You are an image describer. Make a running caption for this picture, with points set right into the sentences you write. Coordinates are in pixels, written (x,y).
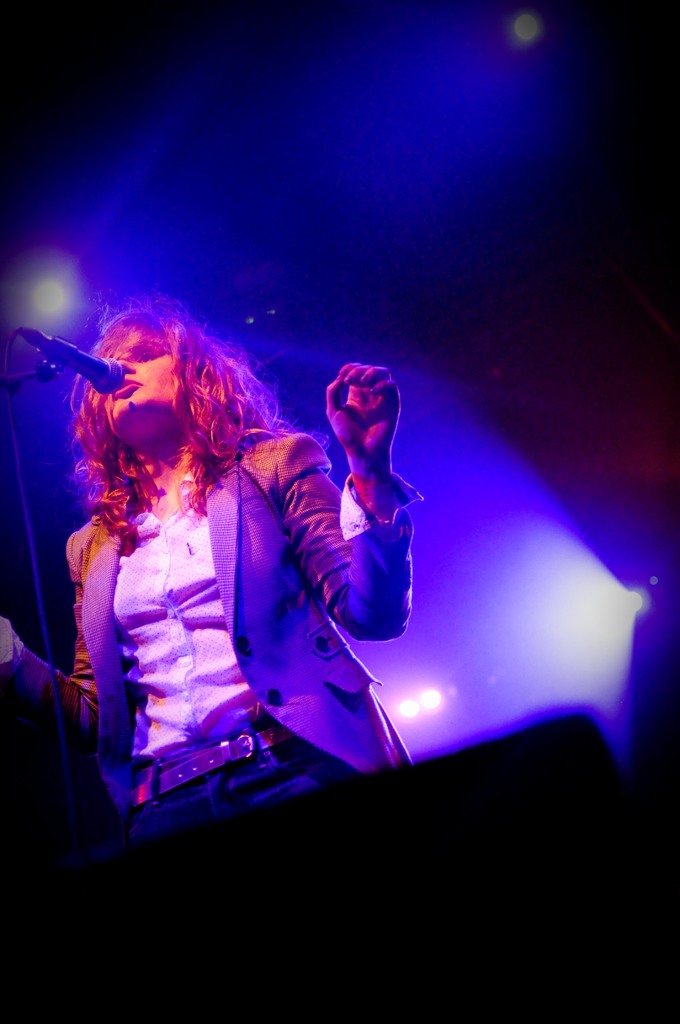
In this picture we can see a woman (160,591) is standing and in front of the woman (213,670) there is a microphone (26,341) with stand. Behind the women (202,434) there are lights (38,305).
